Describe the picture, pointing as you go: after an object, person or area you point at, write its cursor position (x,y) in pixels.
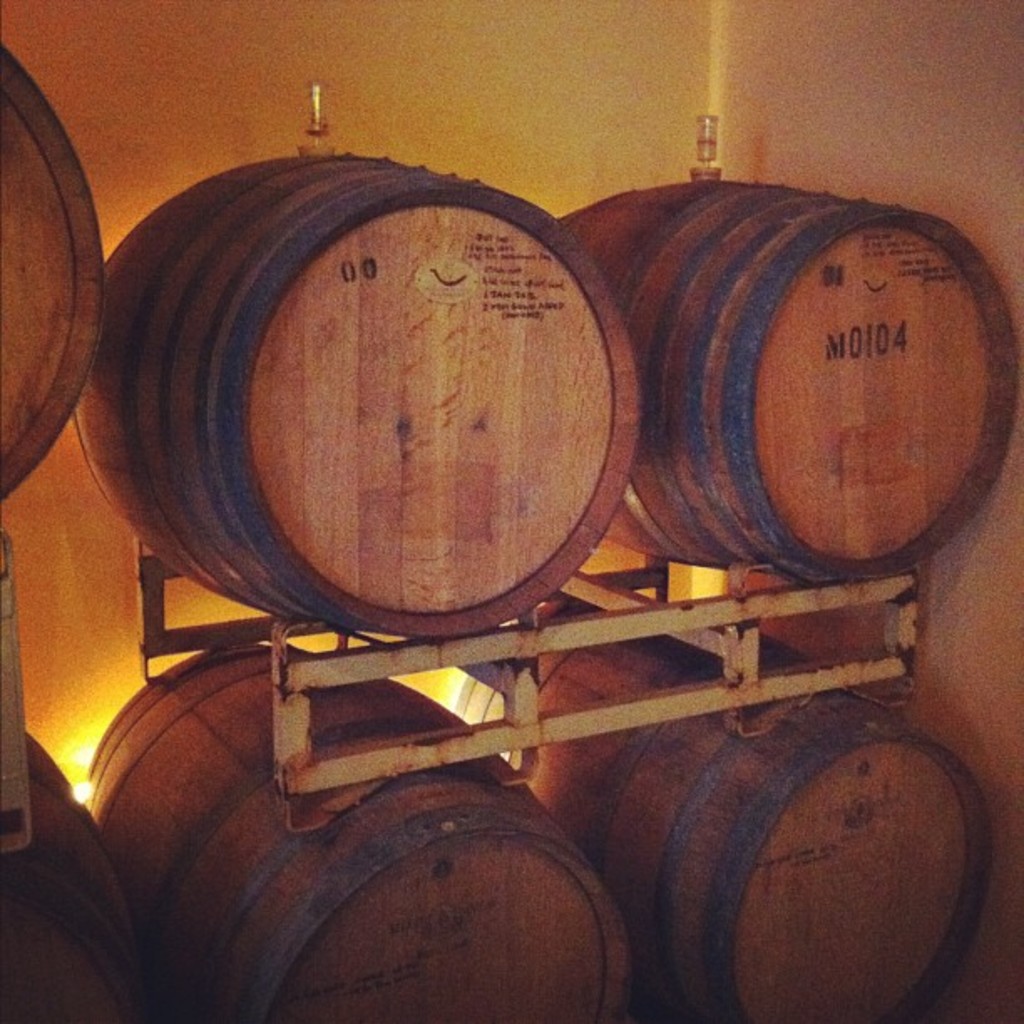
In this image we can see few wooden barrels (508,472) and a metal (734,656). Behind the barrels (448,212) we can see a wall (269,103).
